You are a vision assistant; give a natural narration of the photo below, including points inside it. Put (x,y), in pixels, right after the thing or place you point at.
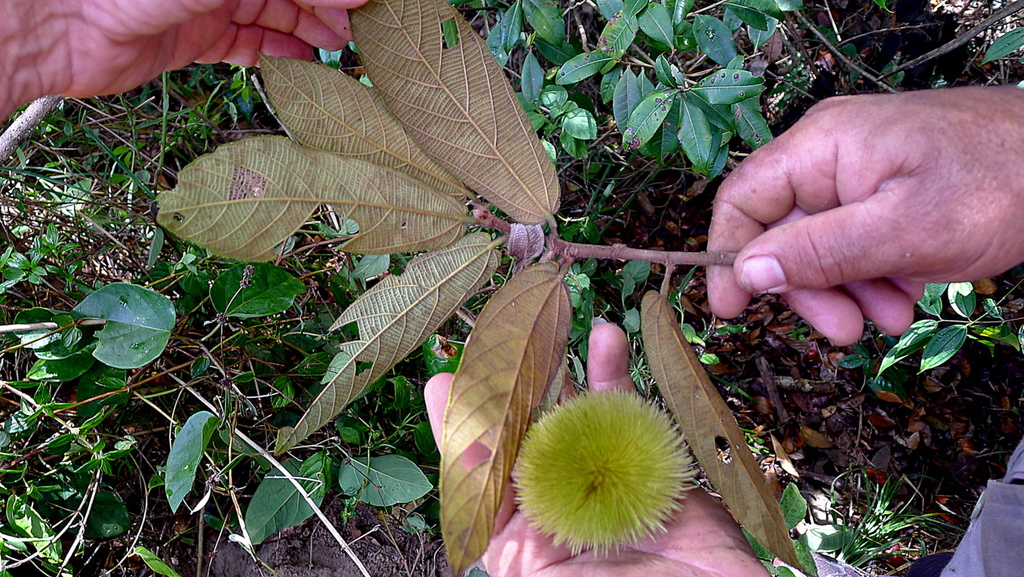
This is the picture of a person hand (777,236) in which there is a stem (615,255) of the plant (561,341) and also we can see some other plants (62,411) on the floor (672,162).
